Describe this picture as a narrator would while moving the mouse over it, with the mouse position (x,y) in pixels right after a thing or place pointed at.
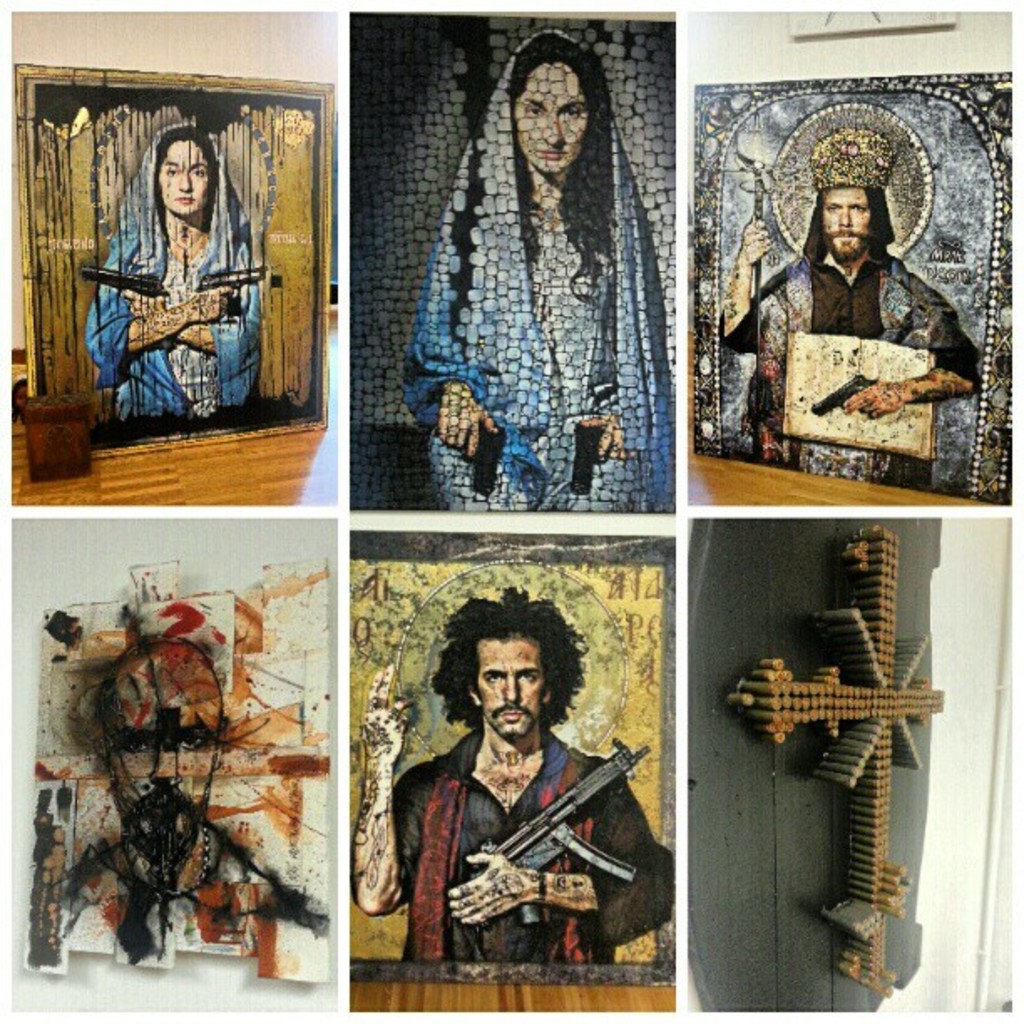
In the picture we can see some paintings (592,973) of two men (364,899) and two women (93,317) and a cross (844,748).
